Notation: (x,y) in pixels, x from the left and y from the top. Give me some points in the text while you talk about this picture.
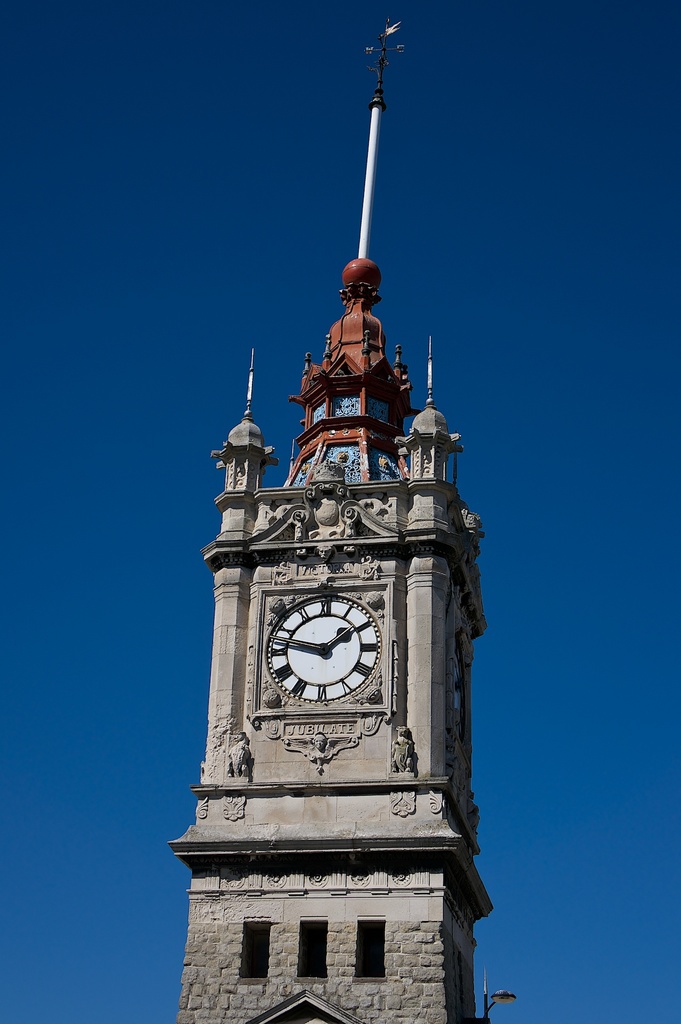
In this image I can see a clock tower (382,671) and the sky (416,44). This image is taken may be during a day.
